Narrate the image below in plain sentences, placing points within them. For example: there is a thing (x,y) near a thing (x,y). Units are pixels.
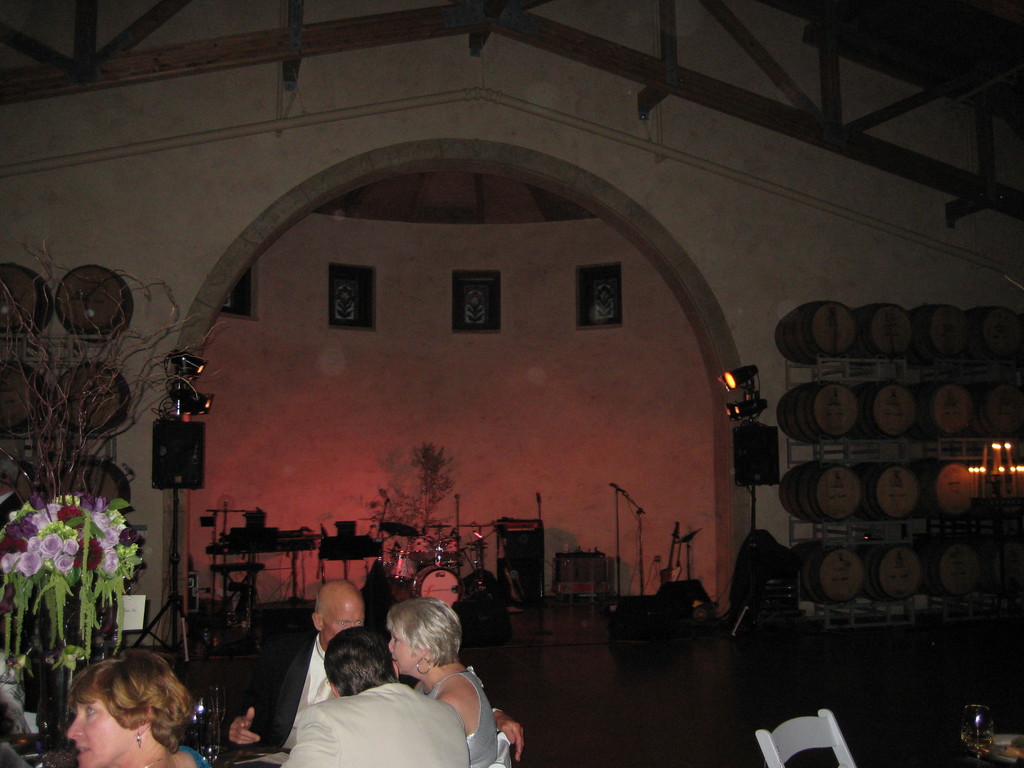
In the picture we can see some people (188,764) near the desk (67,764), on it we can see some glasses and flower vase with some flowers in it and behind them, we can see a chair (774,764) and a table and in the background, we can see an orchestra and some musical instruments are placed and beside to it, we can see some lights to the stand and beside it we can see some racks (35,349) with drums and to the ceiling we can see some wooden sticks (976,196).
